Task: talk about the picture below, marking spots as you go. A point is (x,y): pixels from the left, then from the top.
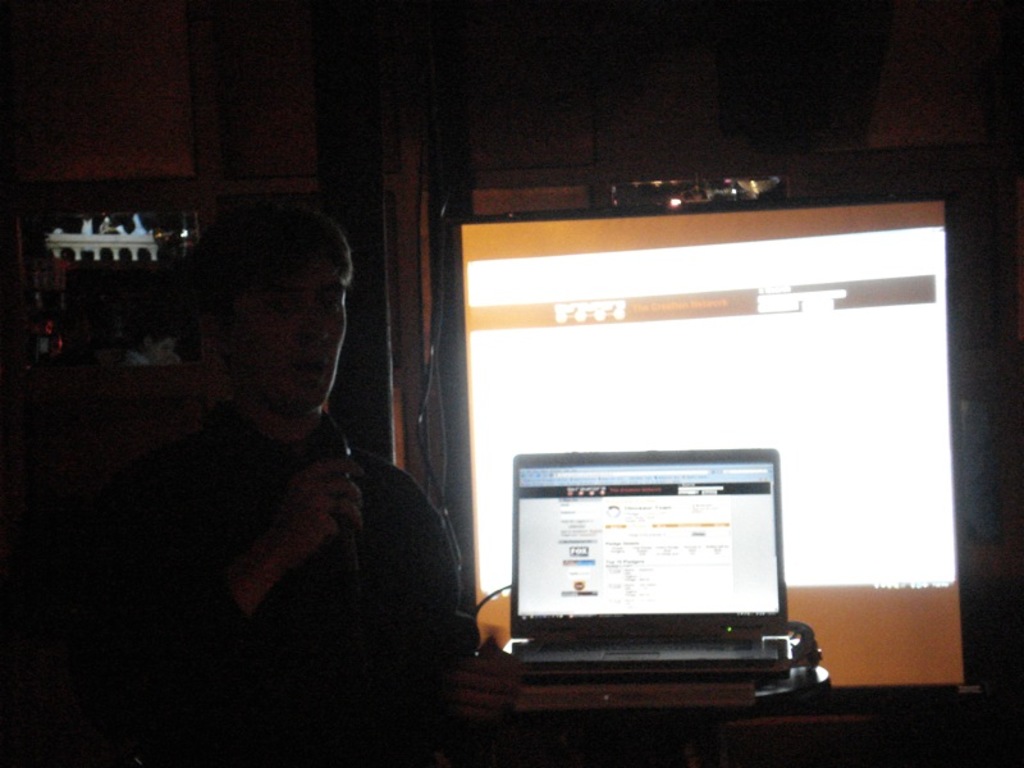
In this picture we can see a man (368,527) holding a mic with his hand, laptop (608,594), screens (683,490), some objects (634,686) and in the background (354,366) it is dark.
